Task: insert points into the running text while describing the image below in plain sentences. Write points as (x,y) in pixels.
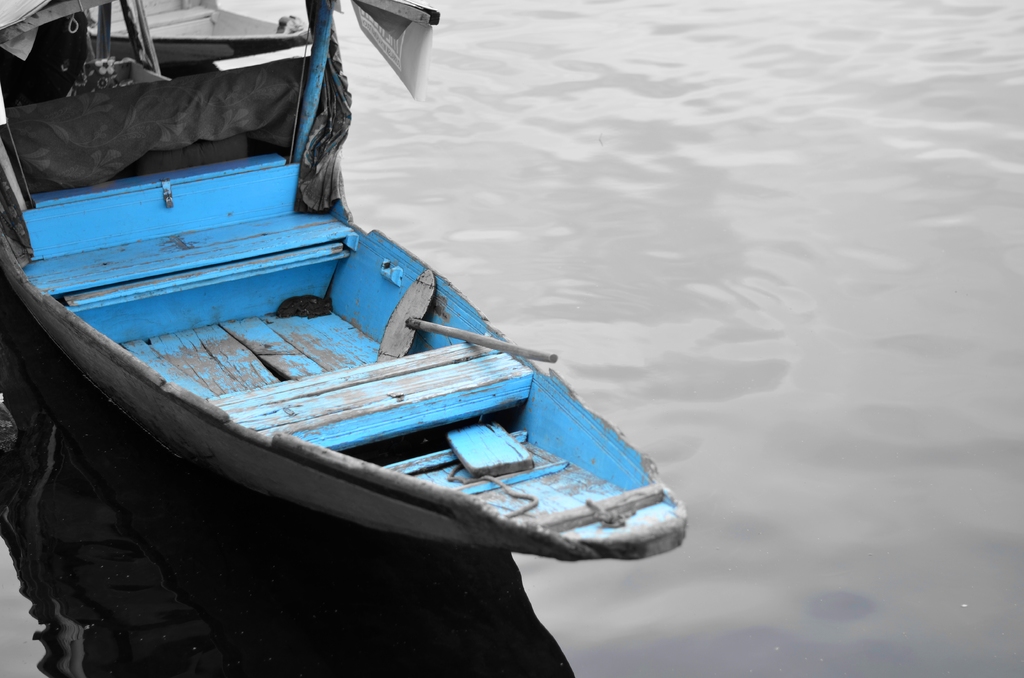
In this image we can see a boat (290,410) and water (714,288).
